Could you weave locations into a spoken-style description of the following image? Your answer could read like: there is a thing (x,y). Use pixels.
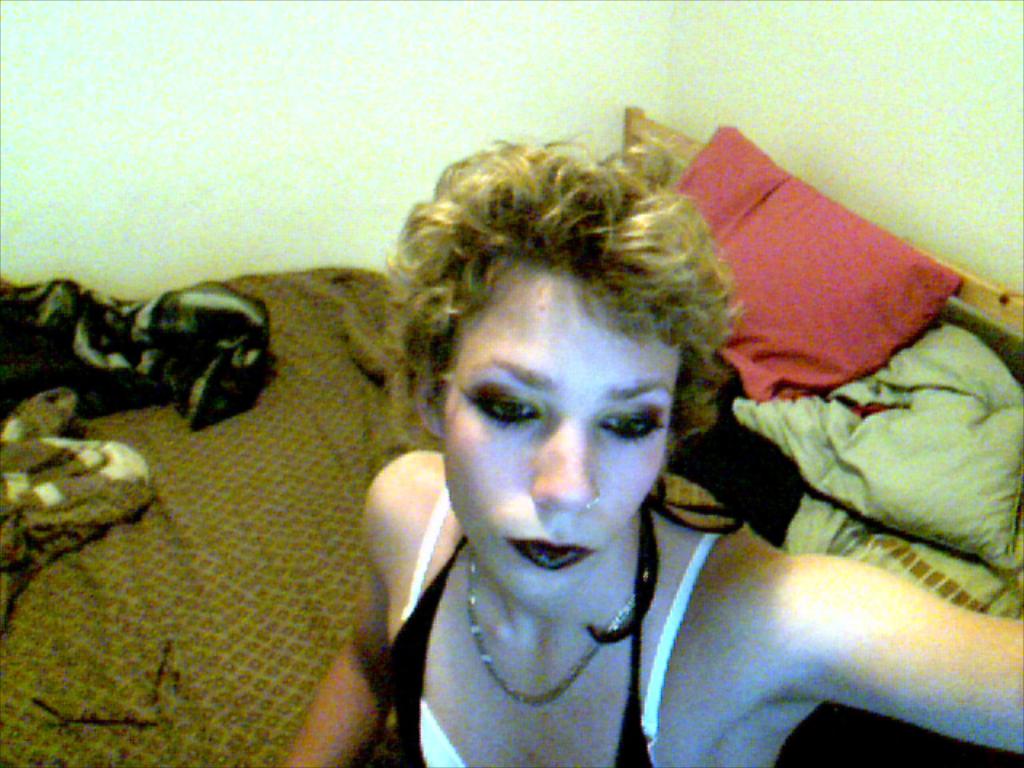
In this picture we can see a woman (490,664) is sitting on a bed (198,682) and on the bed (120,621) there are bed sheets (145,749) and pillows (772,332). Behind the bed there is the wall (549,110).
